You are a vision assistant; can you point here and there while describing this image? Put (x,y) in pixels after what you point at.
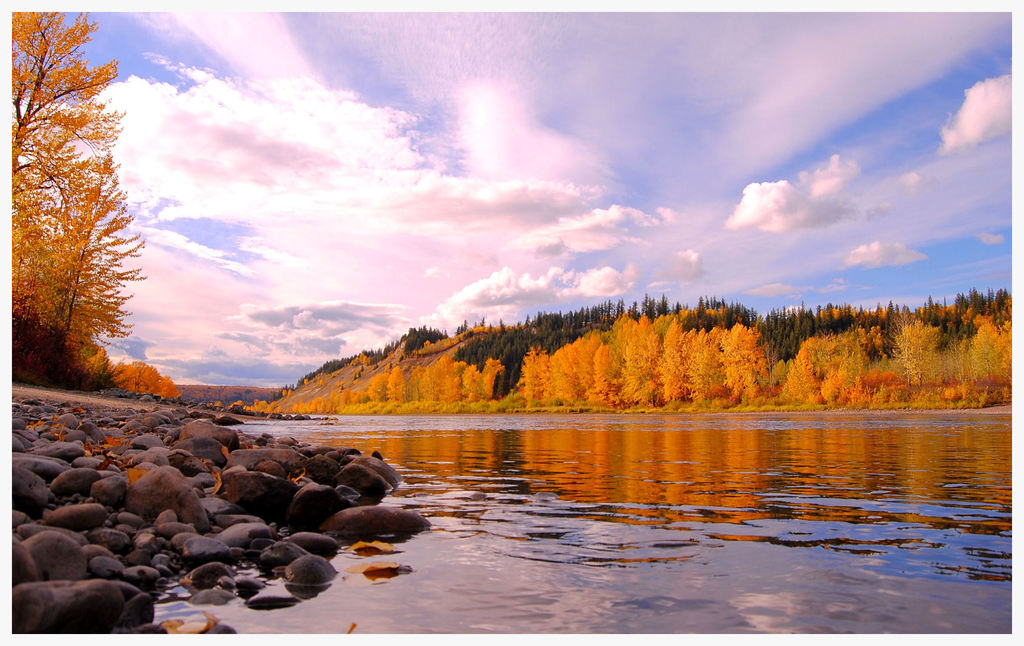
In this image, we can see so many trees (108,375), plants (442,409), stones (144,456) and water (855,539). Background (488,265) we can see the cloudy sky (411,217).
